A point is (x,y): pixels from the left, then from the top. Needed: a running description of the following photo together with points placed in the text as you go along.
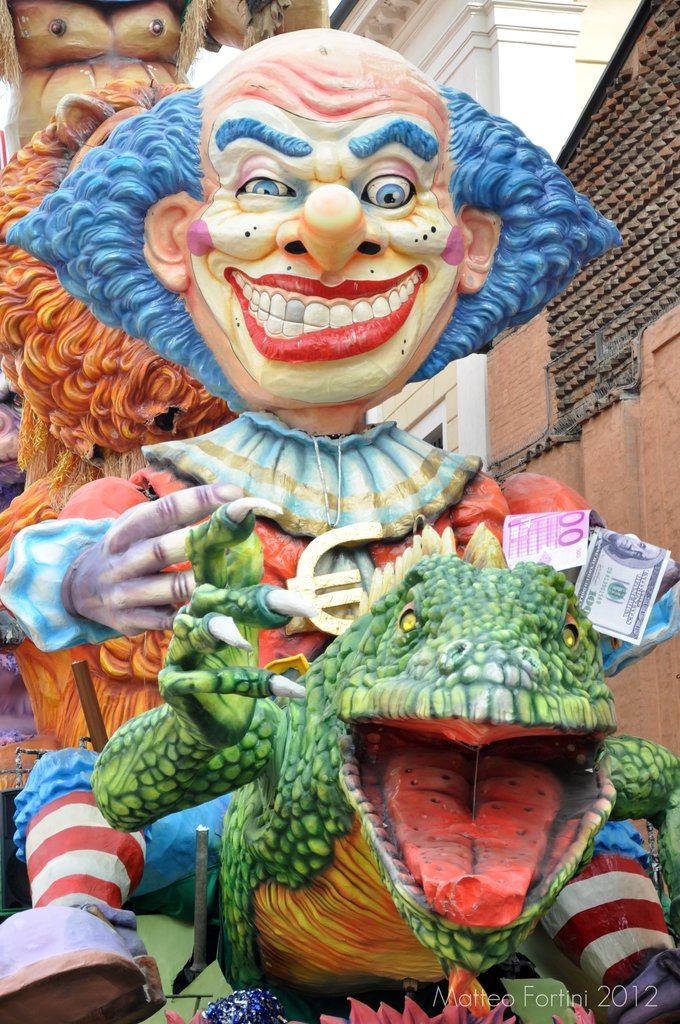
In the image we can see statues (480,244) of monsters (562,190). Beside them there are some buildings (644,419).
